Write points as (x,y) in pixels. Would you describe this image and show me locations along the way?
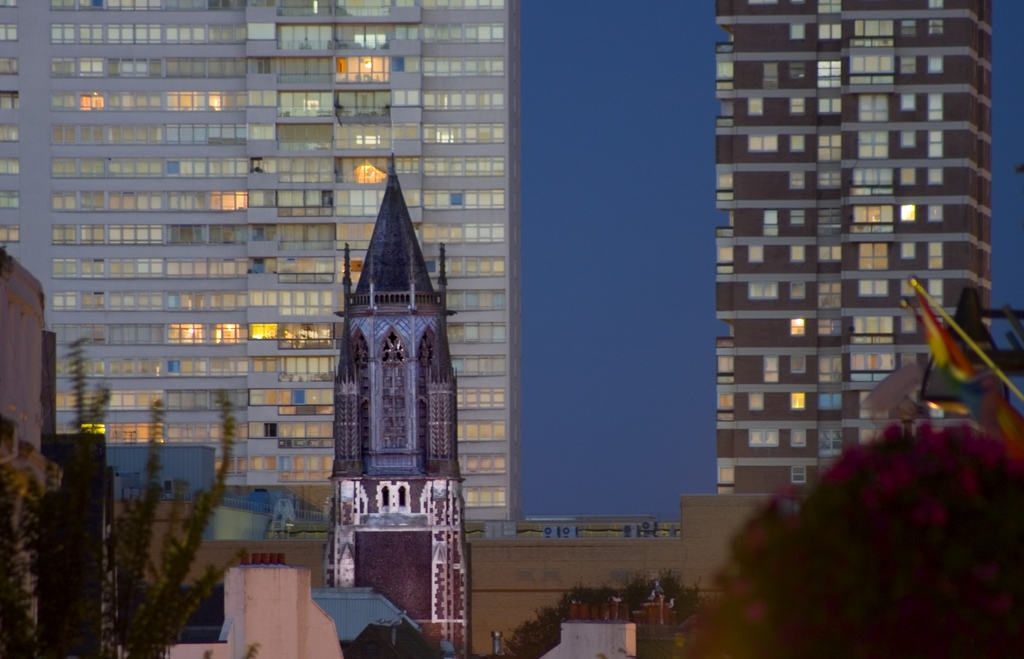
In this picture there is a tower building (348,352) seen in the front of the image (378,338). Behind we can see some huge glass buildings (111,146).
